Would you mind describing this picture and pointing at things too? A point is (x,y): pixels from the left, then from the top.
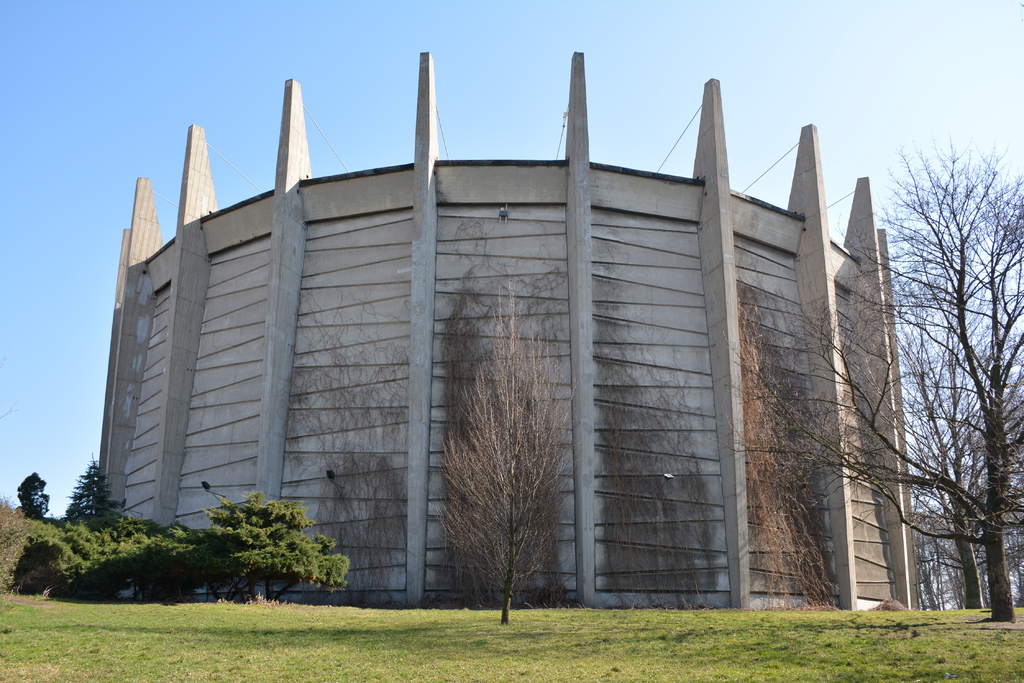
In this image we can see a building (363,571), there are some trees (196,548) and grass (452,682) on the ground (328,634), in the background (455,100) we can see the sky (497,154).
